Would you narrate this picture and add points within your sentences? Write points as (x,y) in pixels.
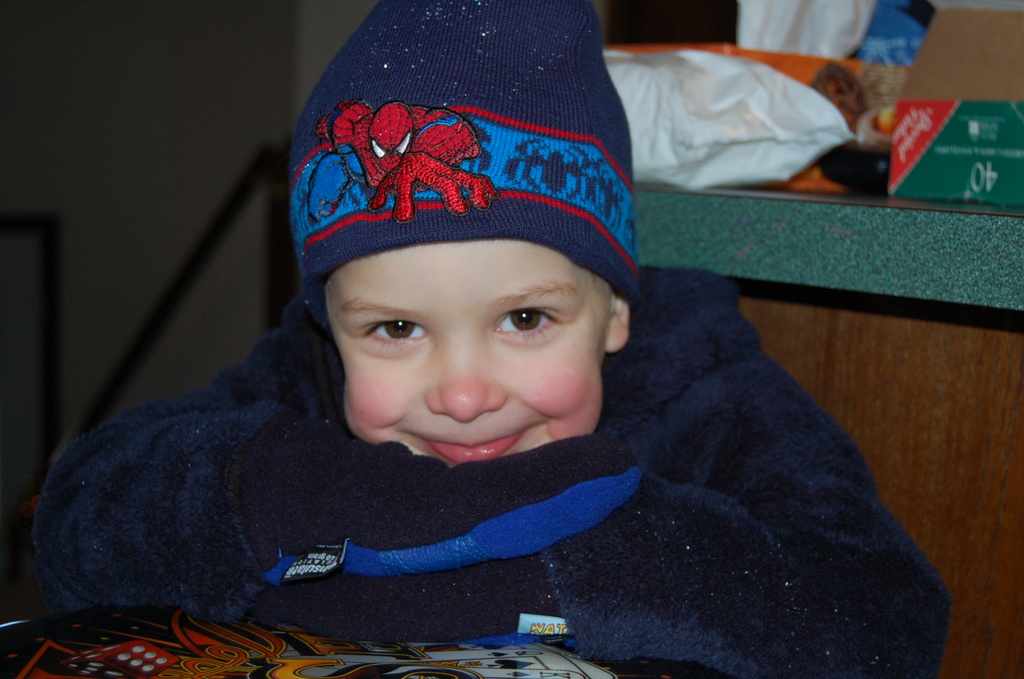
In this picture there is a kid (460,325) smiling and we can see a board (236,634). In the background of the image (817,212) box (902,125) and objects (823,184) on the platform (844,220) and wall (203,118).
